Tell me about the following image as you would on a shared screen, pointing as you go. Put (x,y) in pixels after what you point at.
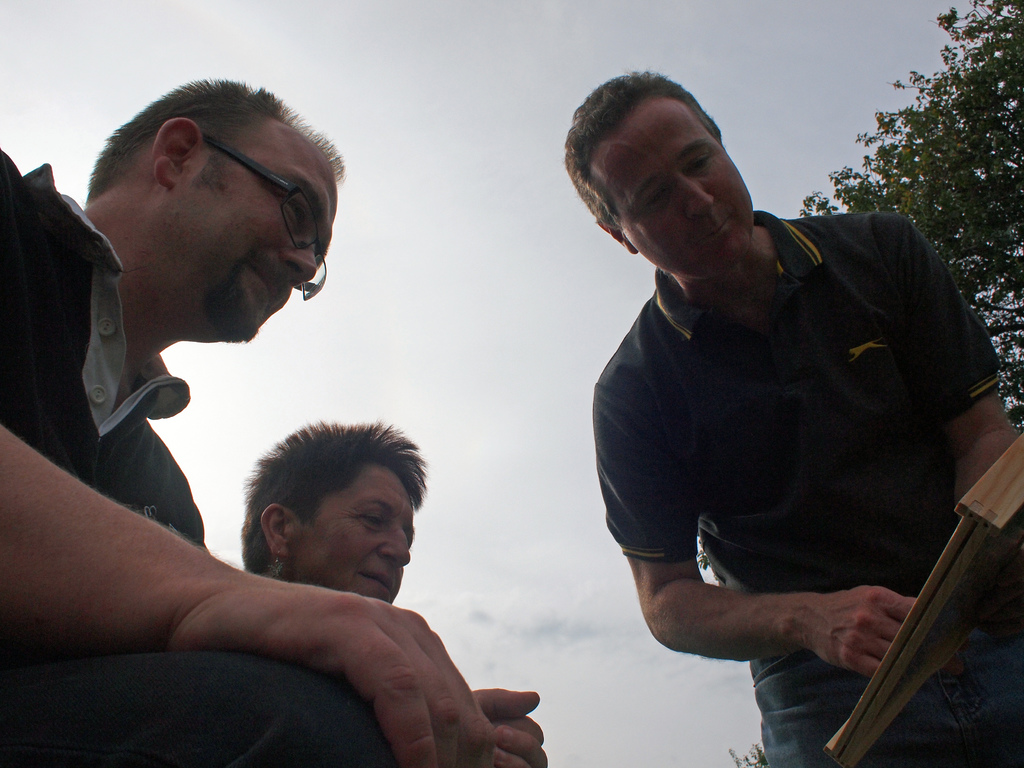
In this image, we can see three persons (153,468). There is a person (773,358) on the right side of the image (931,390) holding an object (946,595) with his hand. There is a branch (993,147) in the top right of the image (953,167). There is a sky (459,88) at the top of the image (459,88).
